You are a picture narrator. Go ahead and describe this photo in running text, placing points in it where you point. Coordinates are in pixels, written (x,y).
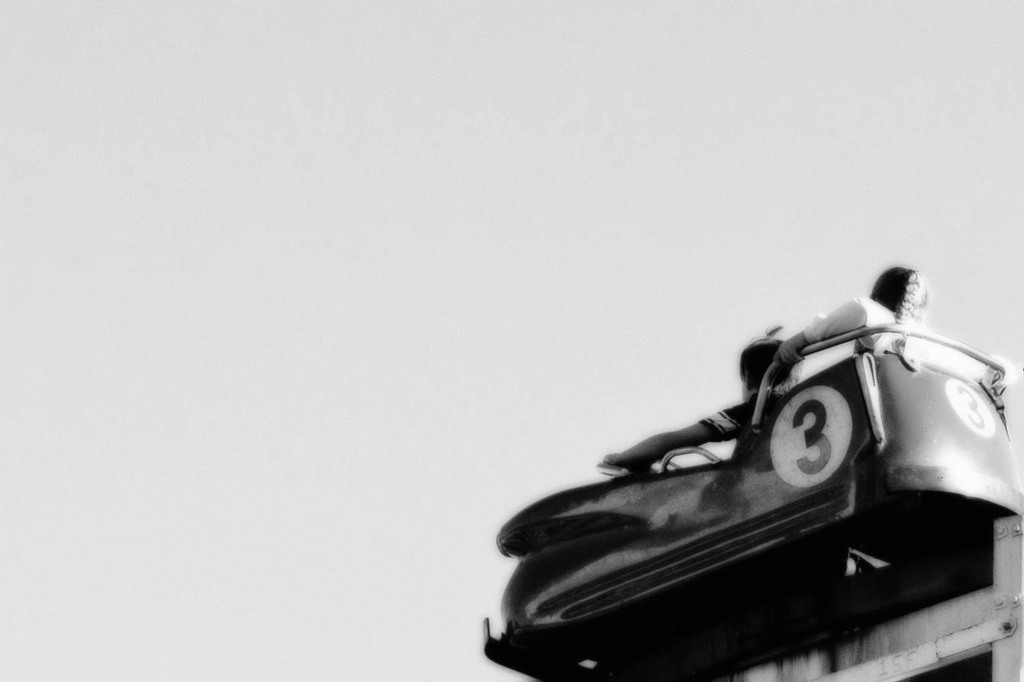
In this image I can see a vehicle (735,540), in the vehicle (873,359) I can see two persons (773,386) sitting and the image is in black and white.
